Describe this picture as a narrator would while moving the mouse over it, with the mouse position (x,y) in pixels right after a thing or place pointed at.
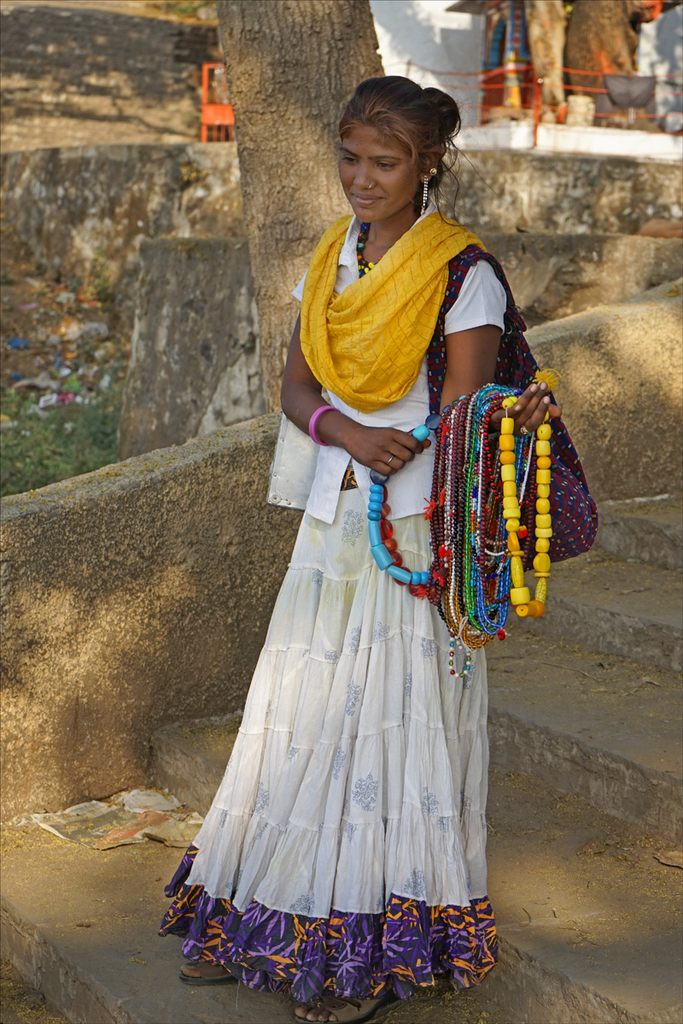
In this picture a woman (438,285) standing on the stairs (580,623) and holding few ornaments (386,551) in her hands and i can see a tree (306,160) and a tree bark (590,53) on the top (602,9) and she wore a bag (440,323).
